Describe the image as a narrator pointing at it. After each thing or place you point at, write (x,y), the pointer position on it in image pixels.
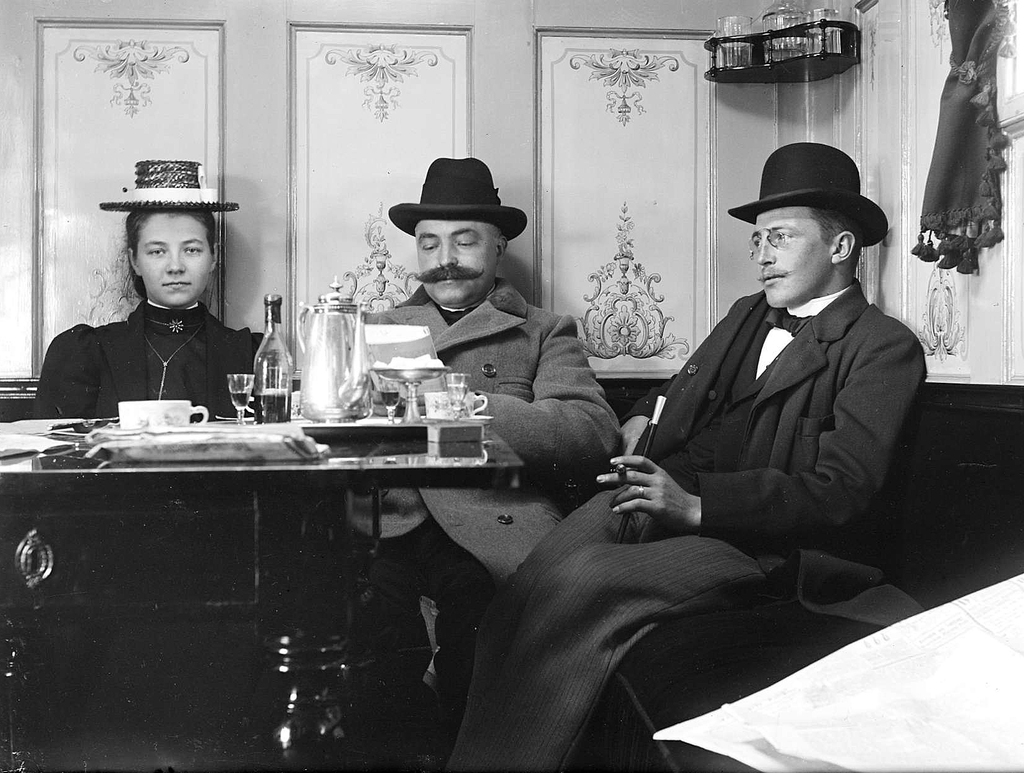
In this image there are three persons (683,400) wearing hats (516,219) having some drinks (362,366) and eatable items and at the background of the image (681,202) there is a wall (689,107).
